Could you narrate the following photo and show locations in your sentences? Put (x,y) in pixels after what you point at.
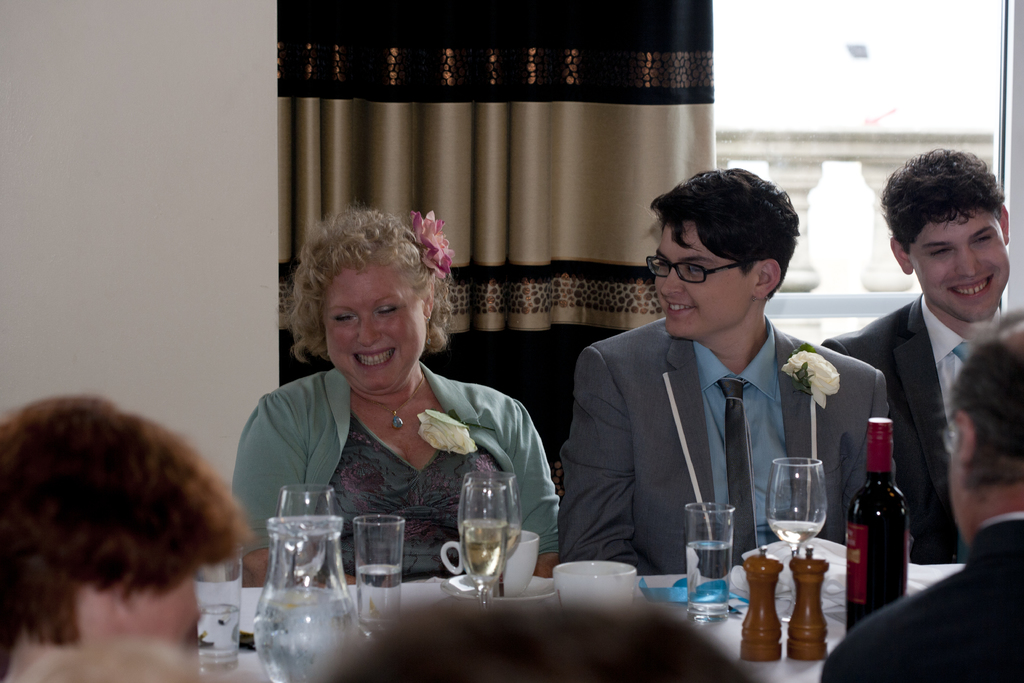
In this image we can see people (750,294) sitting and smiling. There is a table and we can see glasses (396,577), jug (304,605), bottle (864,610), cups (565,584), napkins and a saucer (526,596) placed on the table (646,604). In the background (168,259) there is a wall (159,233) and a curtain (420,101). We can see a window (884,117).
